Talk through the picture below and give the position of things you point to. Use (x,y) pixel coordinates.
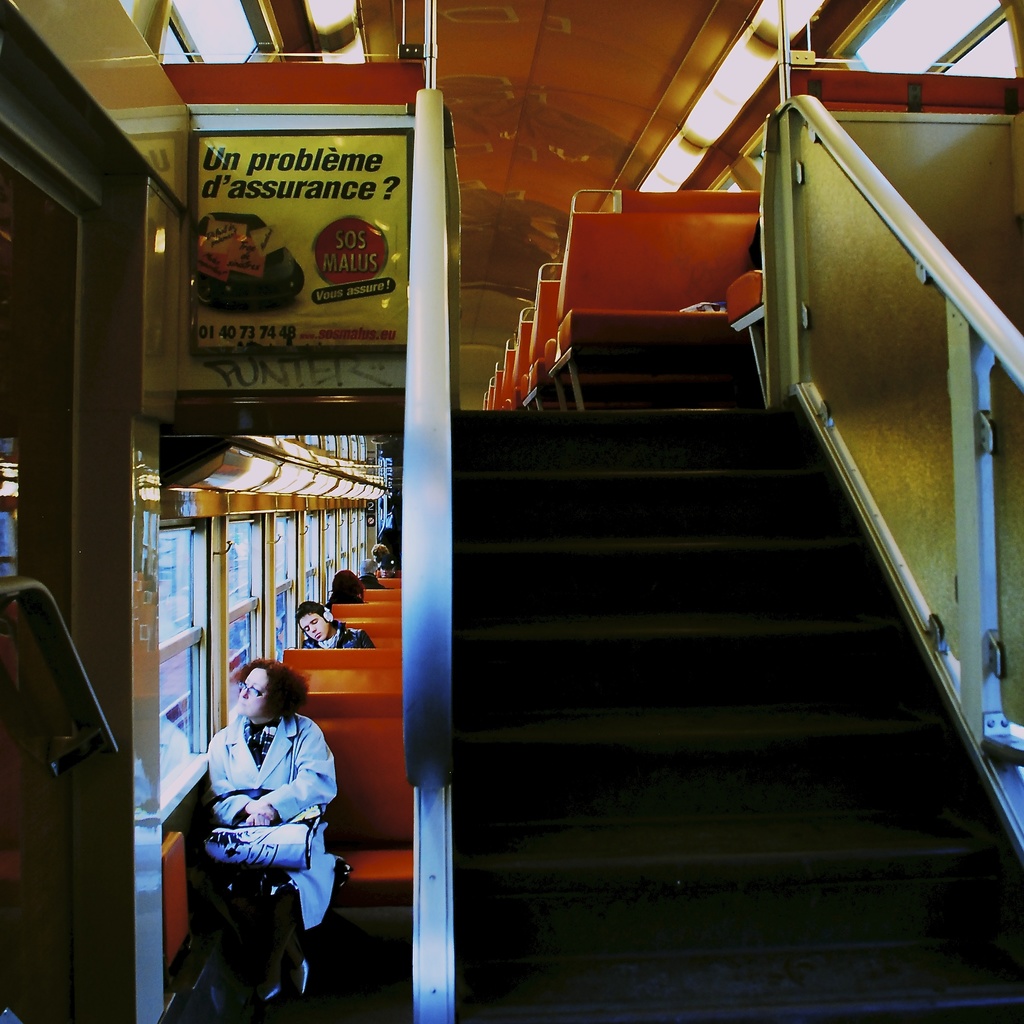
This image is taken from inside. On the left side (273,708) there are a few people (281,796) sitting on the seats (352,881), beside them there is a window (179,601) of a train (303,542). On the right side of the image (819,965) there is a stairs (640,414) and some seats (582,289) on the train (547,62). At the top (555,66) there is a roof (563,78) of a train (607,118).
